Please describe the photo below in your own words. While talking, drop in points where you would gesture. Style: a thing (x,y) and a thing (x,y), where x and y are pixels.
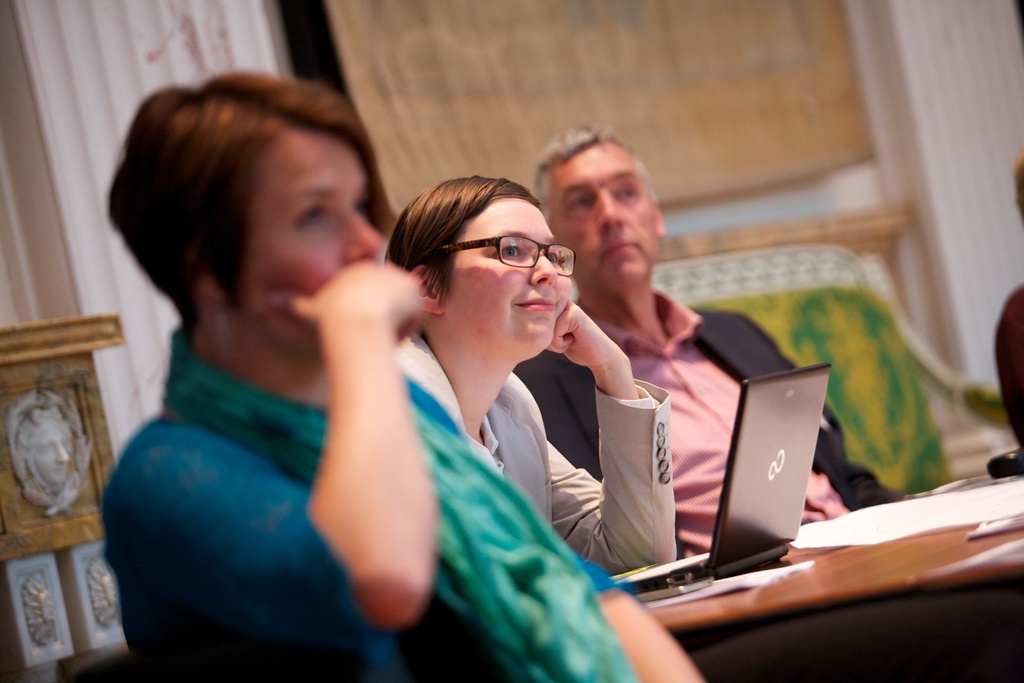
In this picture we can see a man (679,360) and two women (632,379) are sitting in front of a table (876,570), we can see a laptop (768,511), a mobile phone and papers (874,517) present on the table (916,557), in the background (948,115) there is a wall (927,159).
